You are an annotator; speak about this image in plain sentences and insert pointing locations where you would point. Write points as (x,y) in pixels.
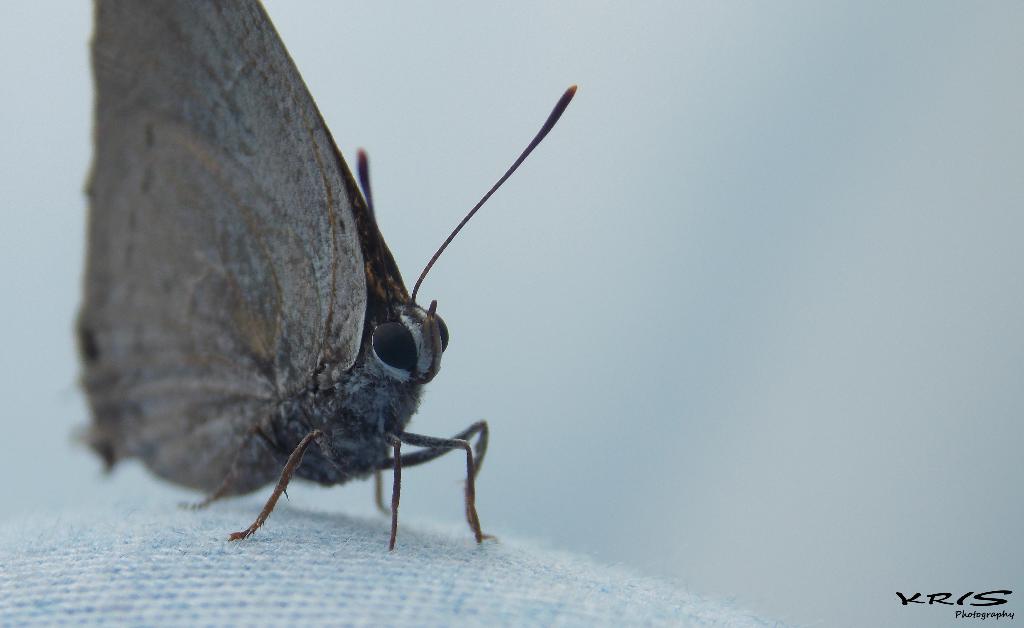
In this picture we can see a butterfly (228,322) on a cloth (215,530) and in the background (561,324) it is blurry and at the bottom right corner (1006,593) we can see some text (960,599).
